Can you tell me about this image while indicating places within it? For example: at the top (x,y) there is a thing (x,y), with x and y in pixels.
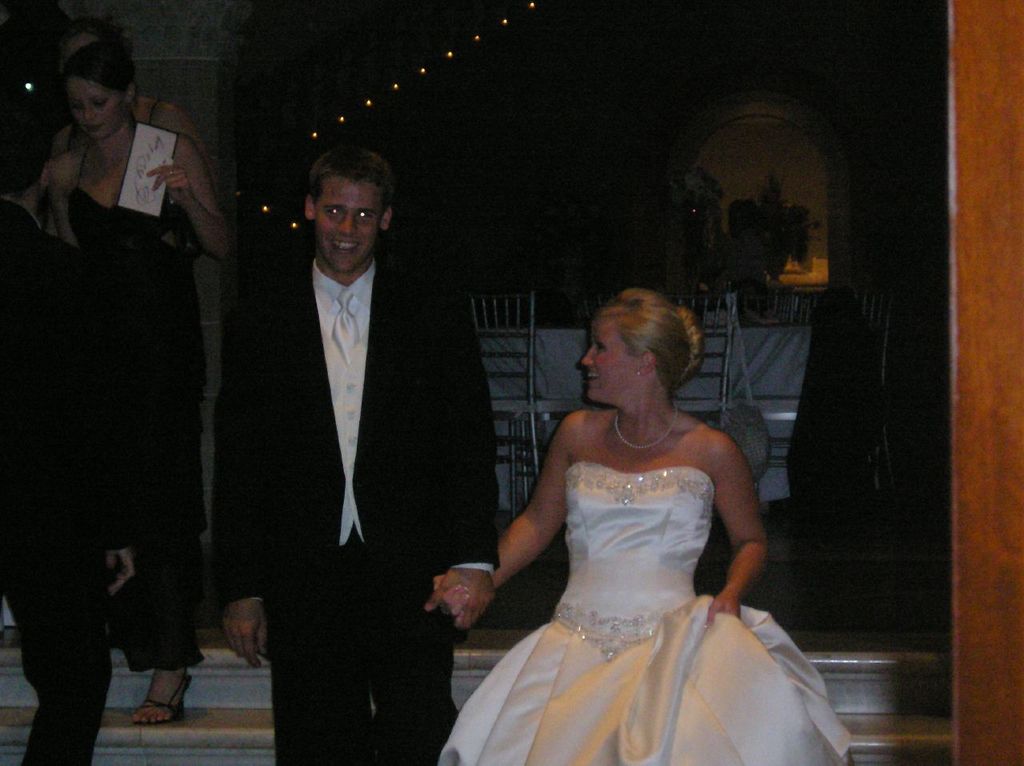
In this image I can see there are few persons (132,539) getting down from steps (147,738) and background (262,176) dark in the background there are some lights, flower pots (769,217) and plants (802,228) visible.
